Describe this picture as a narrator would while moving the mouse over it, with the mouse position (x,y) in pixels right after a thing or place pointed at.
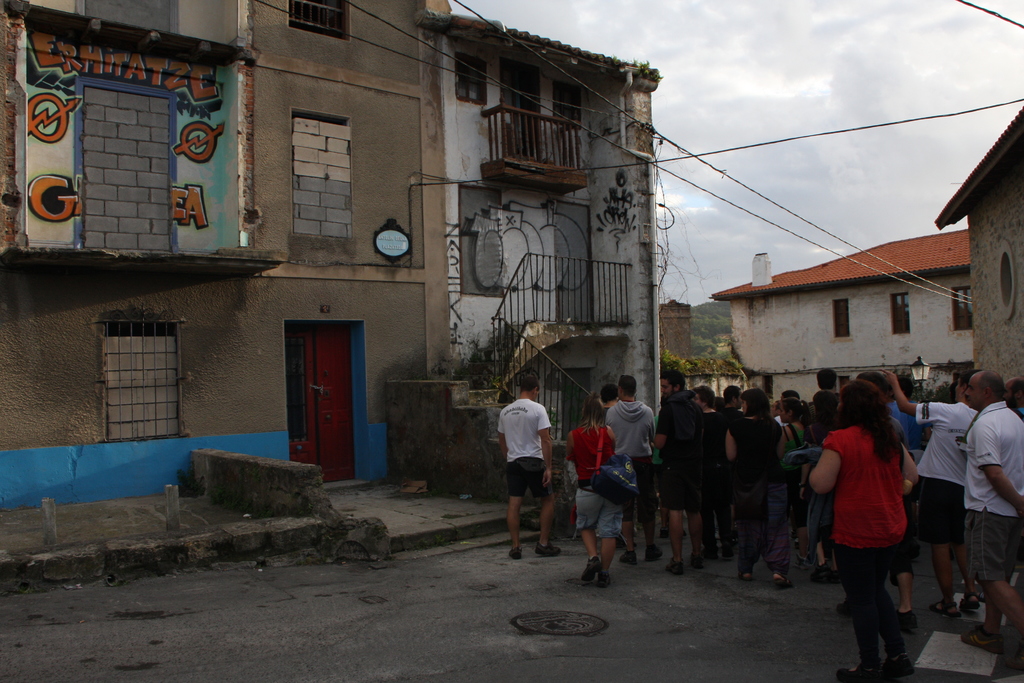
In this image there are people (720,491) walking on a road (489,622), in the background (589,285) there are houses (589,285) and the sky (775,102).
